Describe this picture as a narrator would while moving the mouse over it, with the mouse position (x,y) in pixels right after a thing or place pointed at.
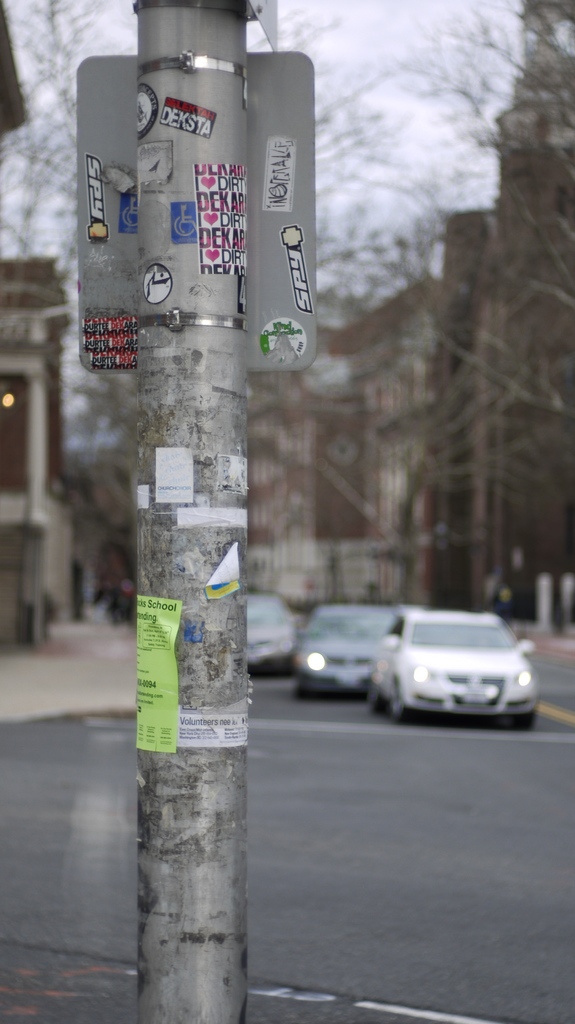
In front of the picture, we see the pole (198,375) to which many posters (178,614) are pasted. At the bottom (398,919), we see the road (411,881). We see cars (341,687) moving on the road (368,708). On either side of the picture, we see trees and buildings (332,361). At the top (335,46), we see the sky (352,133).
